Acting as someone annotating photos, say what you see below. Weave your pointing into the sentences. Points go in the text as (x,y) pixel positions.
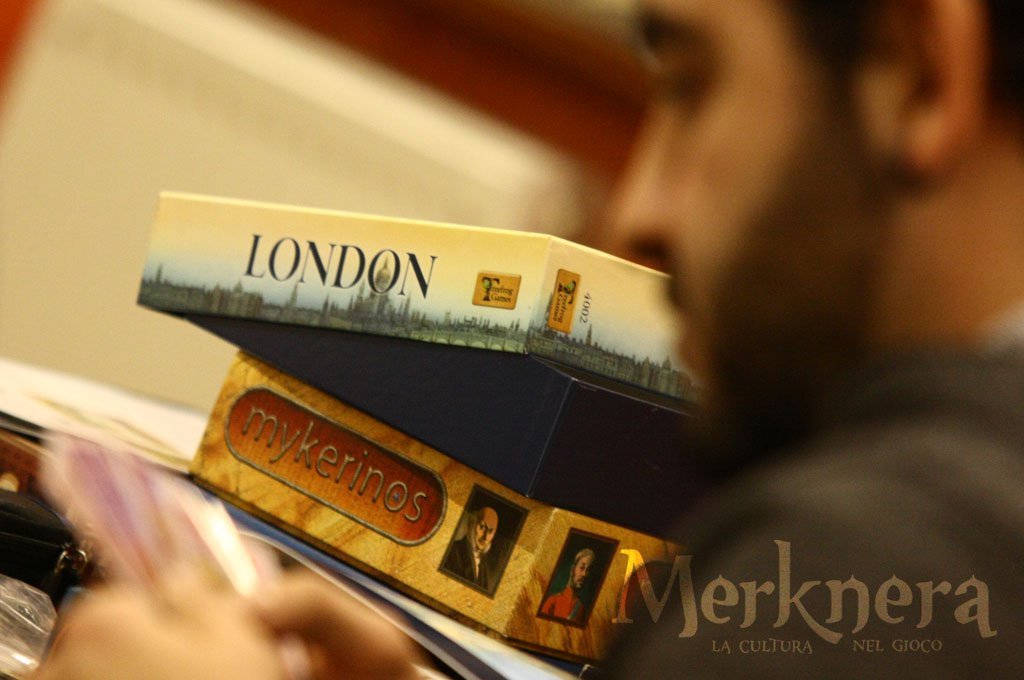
In this picture we can see a man (713,193), in front of him we can find few boxes (531,414), in the bottom right hand corner (781,611) we can see some text (781,611).
